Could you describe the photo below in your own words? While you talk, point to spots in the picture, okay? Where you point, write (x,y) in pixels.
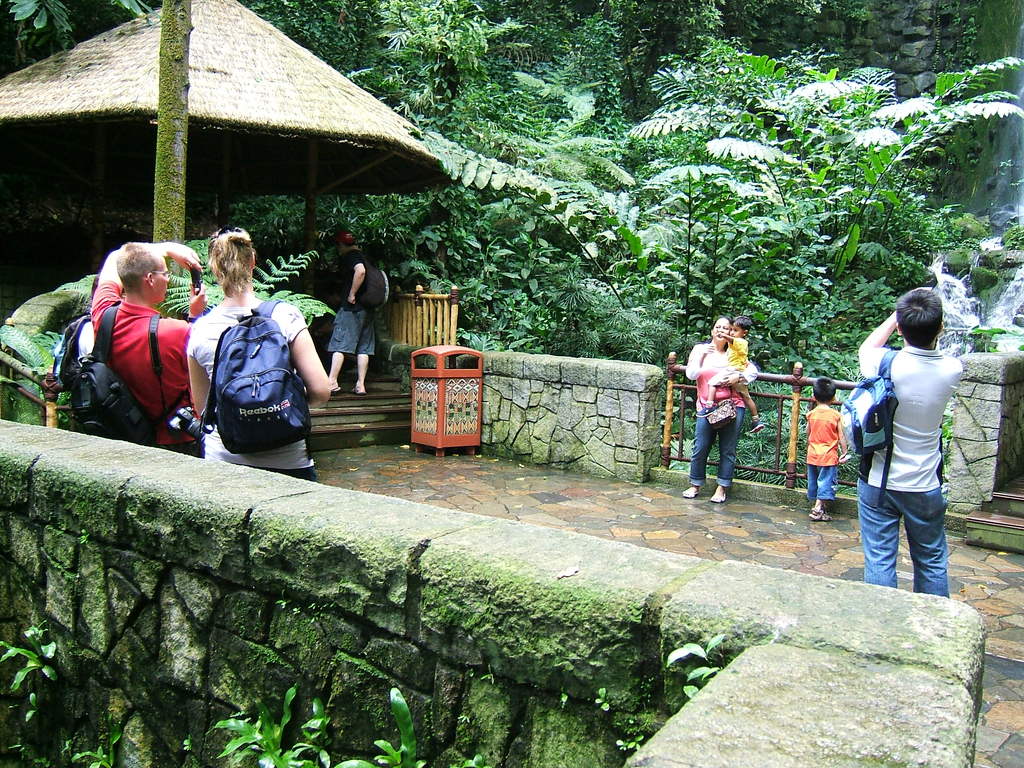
In this image there are two persons (168,342) standing on the floor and taking the picture of the woman (707,375) who is in front of them. On the left side (102,584) bottom there is a wall (286,646). In the background (650,143) there are trees (709,163). On the left side (131,62) top there is a hut (250,118). On the right side (901,443) there is a person (905,449) standing on the floor (856,529) with a bag (877,411) to his left hand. On the floor (518,501) there is a dustbin (465,414) near the steps (384,397).
